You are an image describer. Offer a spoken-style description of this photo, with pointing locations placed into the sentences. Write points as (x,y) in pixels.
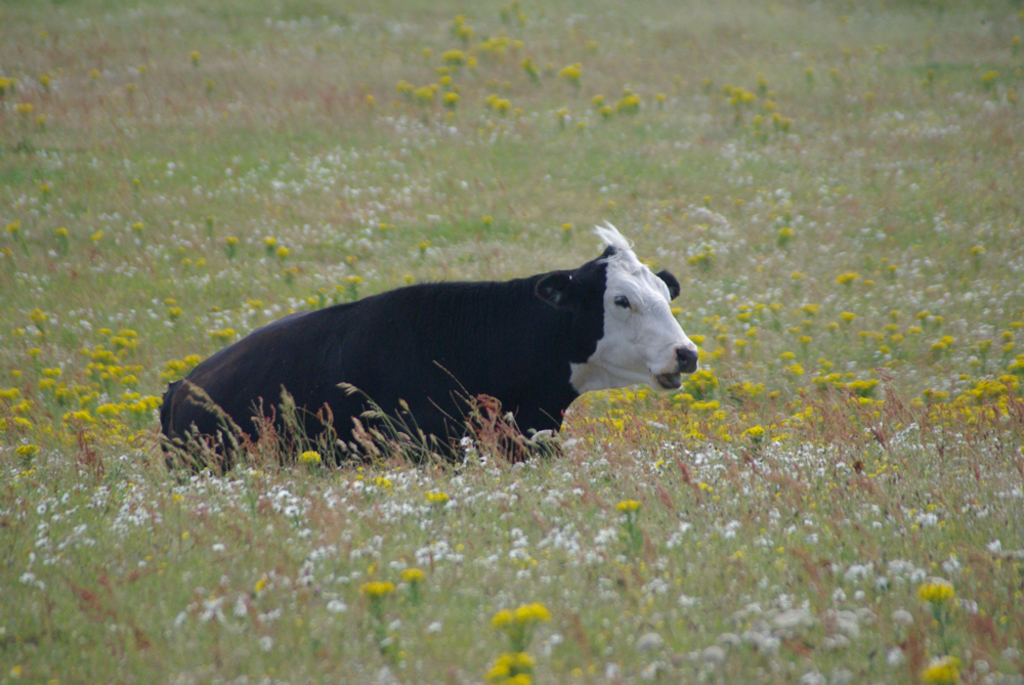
In the picture we can see a grass surface (843,639) with some grass plants (860,634) and flowers (860,634) to it which are yellow in color and some are white in color and on it we can see a cow (587,337) sitting which is black in color and to the face (659,311) white in color.
